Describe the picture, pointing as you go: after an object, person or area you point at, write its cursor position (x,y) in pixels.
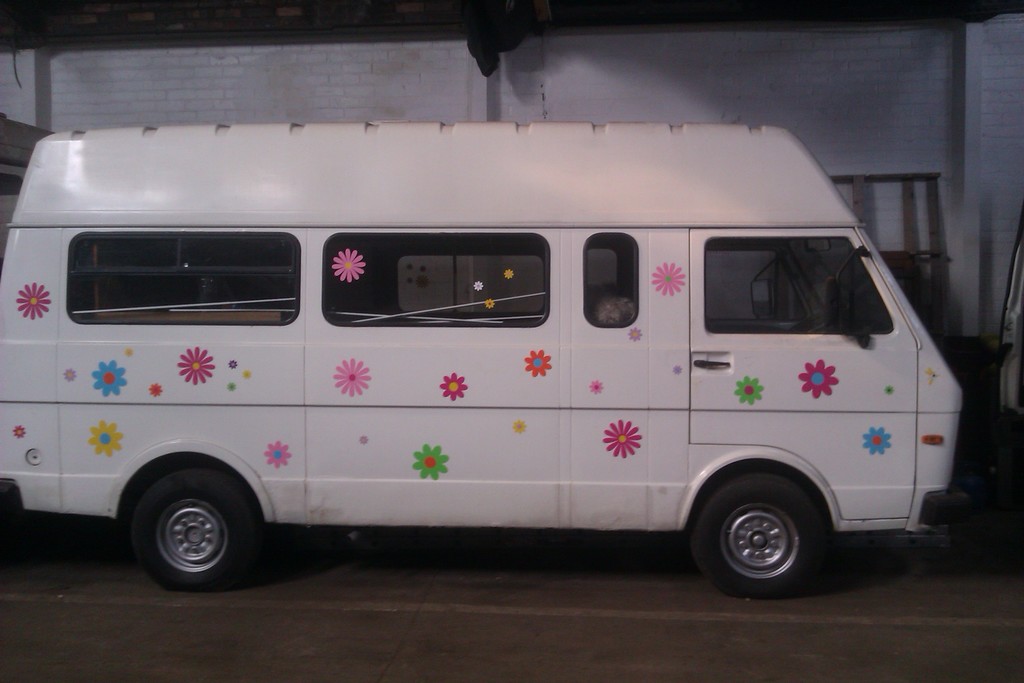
In this image we can see a vehicle (552,296) with flower design (102,393) on it is placed on the ground (854,601). In the background (973,302), we can see the wall (392,94).
